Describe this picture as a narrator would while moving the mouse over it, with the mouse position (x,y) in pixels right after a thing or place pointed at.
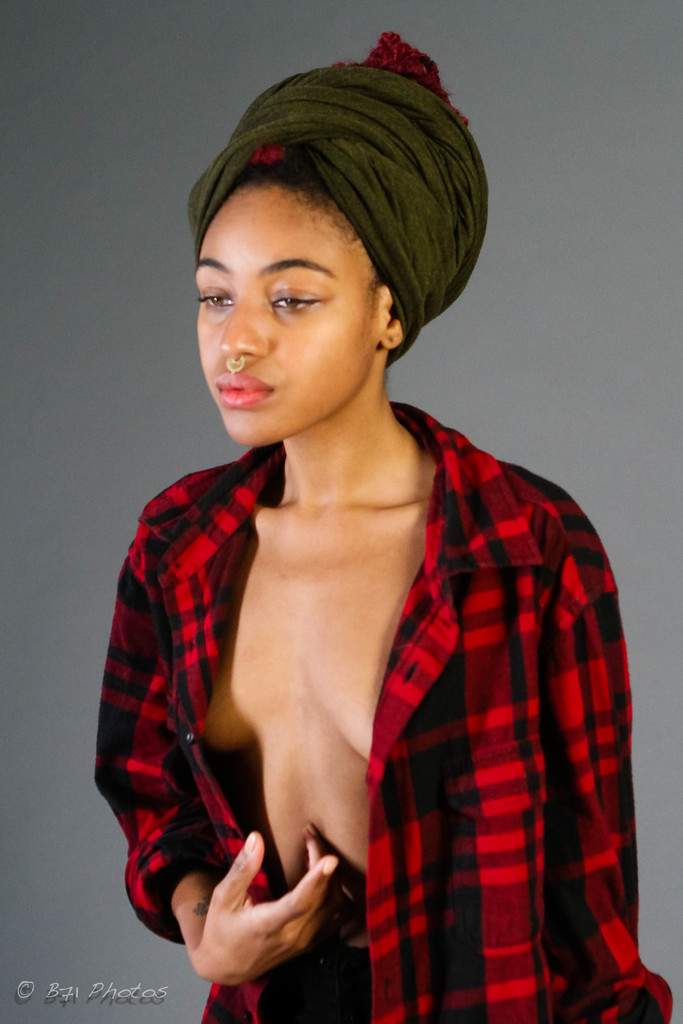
In the picture I can see a woman (446,702) wearing a red color shirt (410,780) and head wear (466,182) is standing here. The background of the image (172,969) is in grey color. Here I can see the watermark (133,991) on the bottom left side of the image (23,997).
